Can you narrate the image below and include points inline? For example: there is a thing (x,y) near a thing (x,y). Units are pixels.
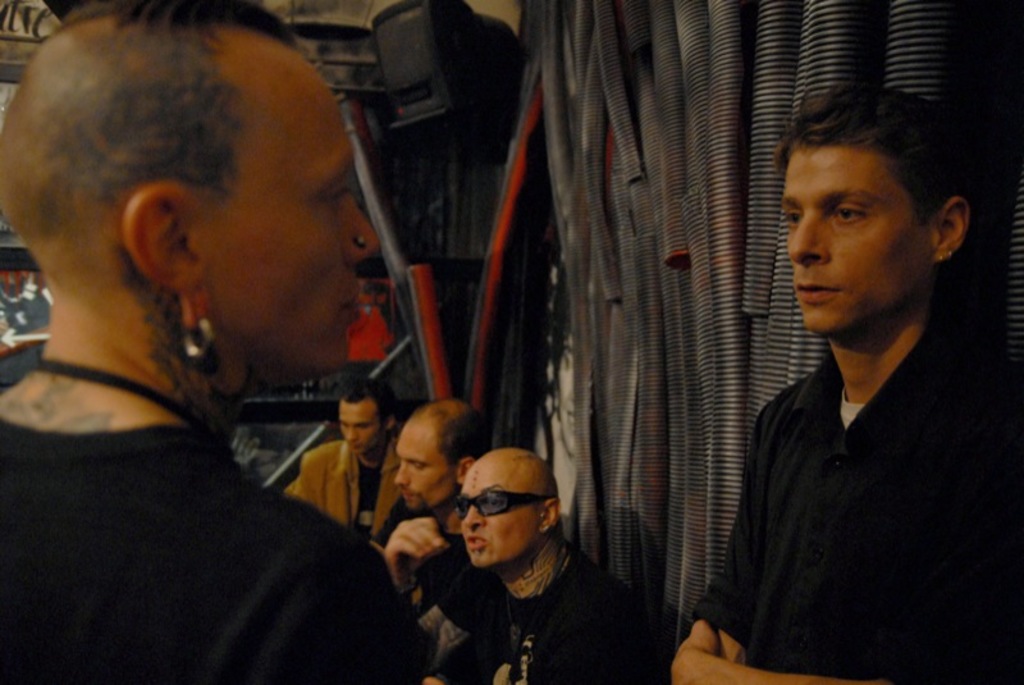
In the image there are two persons (848,289) standing in front of each other in black t-shirt (914,673) and behind them there are pipes (718,348) on the wall (673,470) and three persons (453,573) sitting.
